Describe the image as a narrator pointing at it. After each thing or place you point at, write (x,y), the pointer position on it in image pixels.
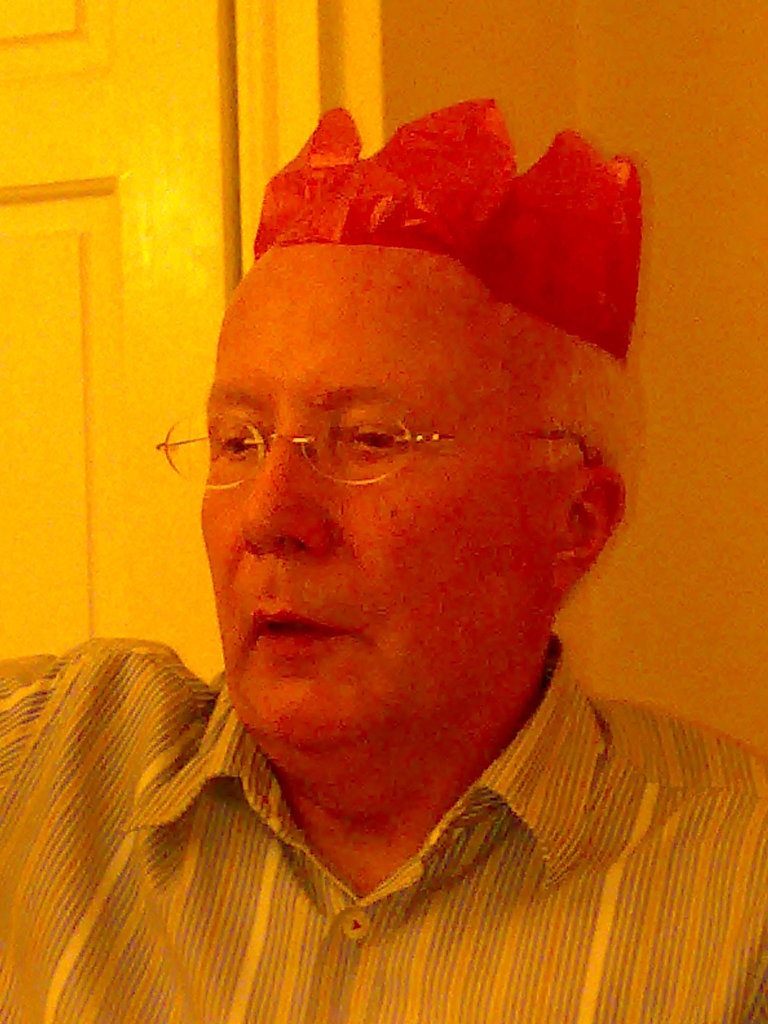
In this image I can see a person (408,708) wearing shirt (475,864), spectacles (329,447) and a red colored object (385,212) on his head (435,267). In the background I can see the wall (565,86) and the door (176,73).
